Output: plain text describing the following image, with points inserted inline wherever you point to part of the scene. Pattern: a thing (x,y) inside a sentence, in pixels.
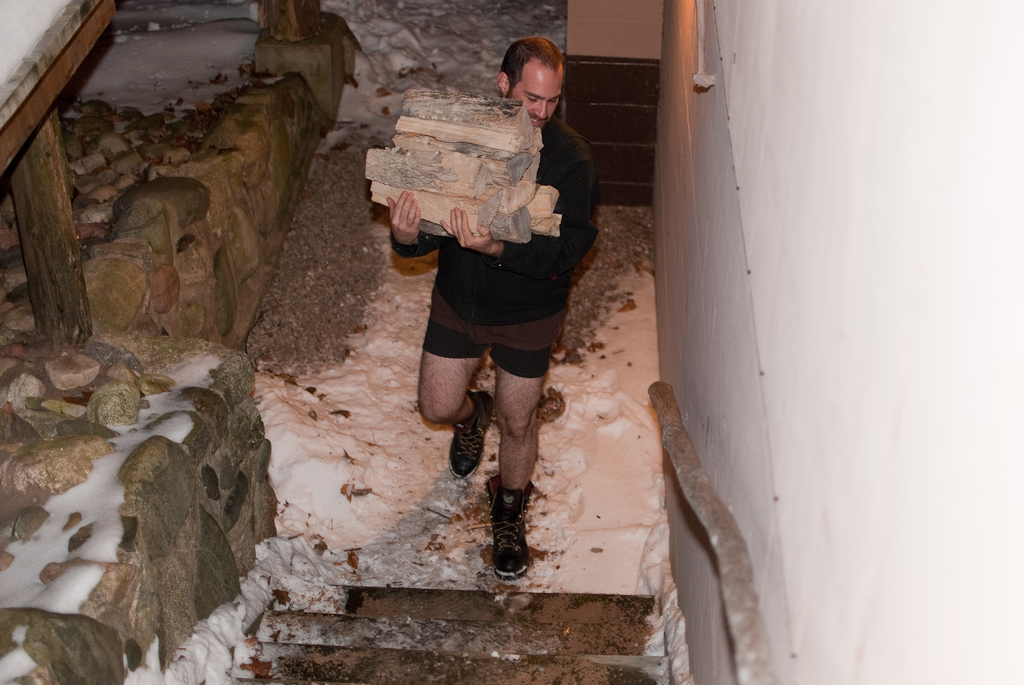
In this picture person (562,259) is walking by holding the wooden blocks (454,210). Beside him there are rocks (197,263). On top of it there is snow (261,591).
